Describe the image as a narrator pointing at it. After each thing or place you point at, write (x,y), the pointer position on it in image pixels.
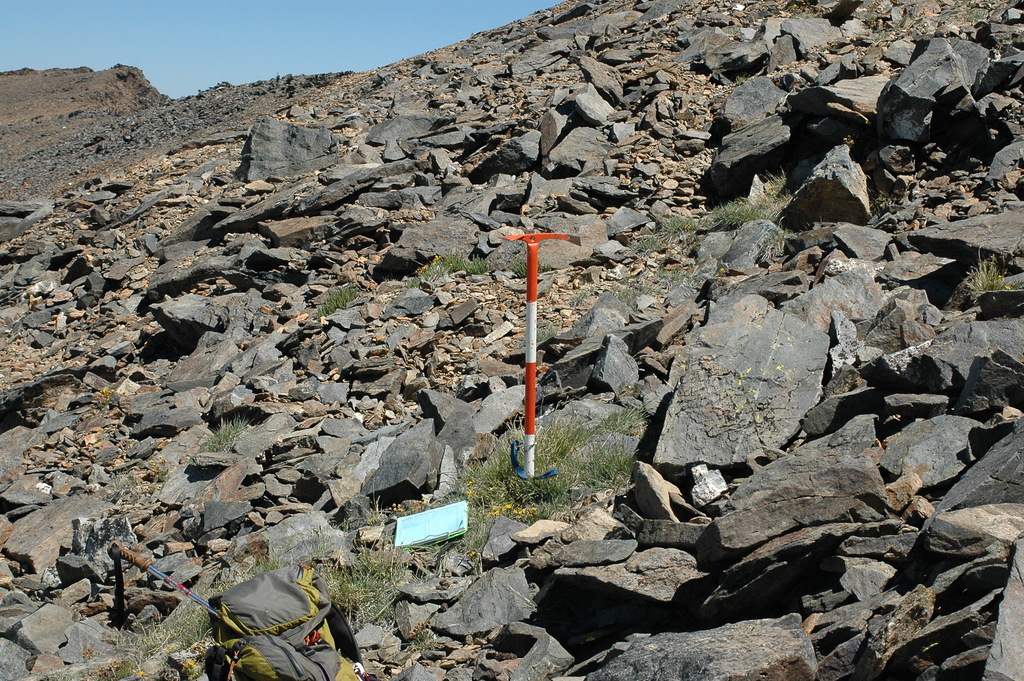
In this image there is the sky (287,57) truncated towards the top of the image (177,22), there are rocks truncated towards the top of the image (632,54), there are rocks (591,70) truncated towards the left of the image (91,457), there are rocks (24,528) truncated towards the right of the image (978,404), there are rocks (735,641) truncated towards the bottom of the image (158,655), there is the grass (479,493), there are objects (534,295) on the ground (463,436), there is an object (325,658) truncated towards the bottom of the image (293,660).
